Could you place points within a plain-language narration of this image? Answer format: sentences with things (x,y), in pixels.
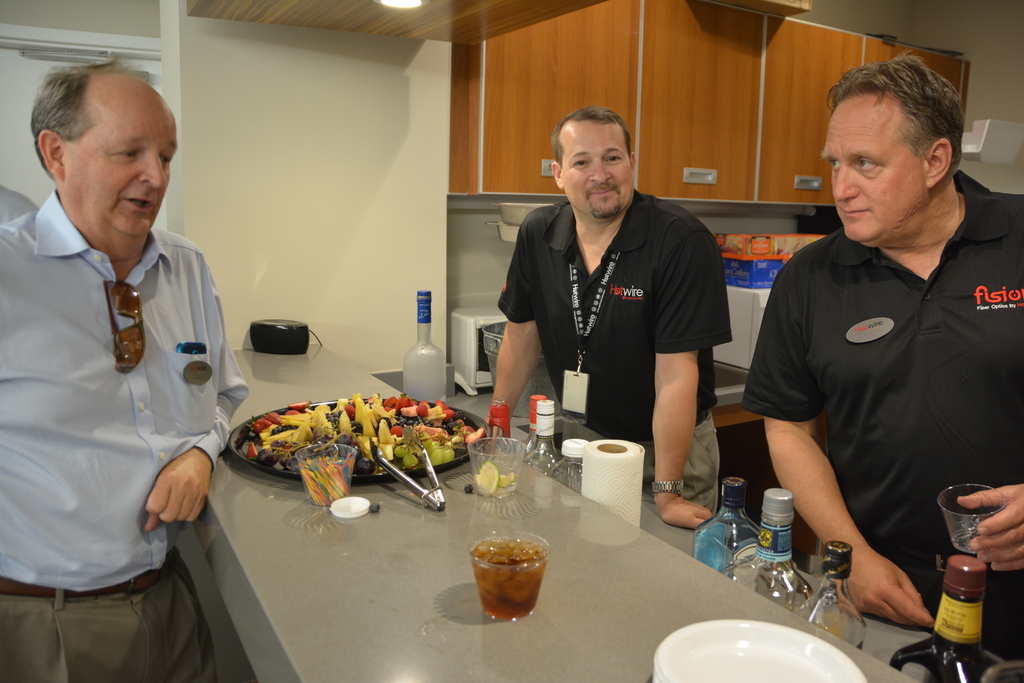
In this picture we can see three men (613,340) standing in front of a counter top (649,624), we can see some bottles (973,631), tissue roll (620,480), glasses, plates (676,671) present here, in the background (799,93) there are some cupboards (775,182), we can see a wall (365,62) here, a man (982,317) on the right side (954,361) is holding a glass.
